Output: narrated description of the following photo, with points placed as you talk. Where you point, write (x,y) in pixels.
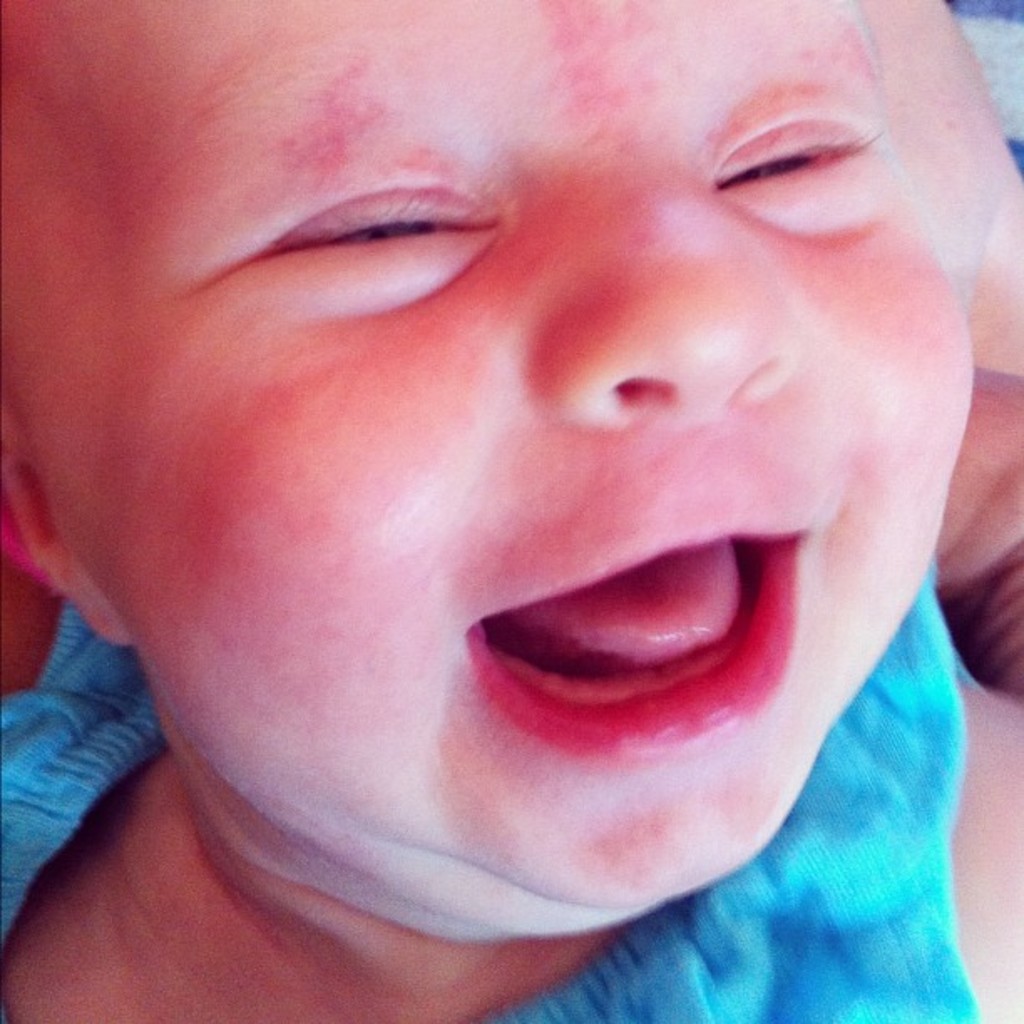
In the picture we can see a small baby (695,959).
